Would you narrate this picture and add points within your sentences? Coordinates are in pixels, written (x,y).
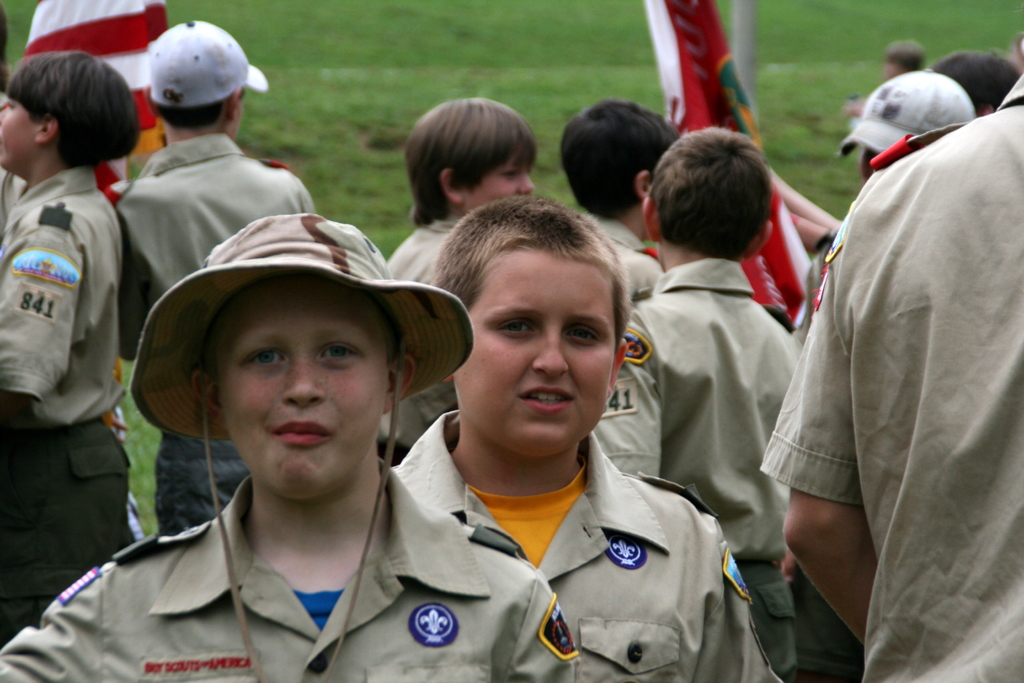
In the image there are kids (700,192) with uniforms (247,574). There are few kids (167,255) with caps (190,310) on their heads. Behind them there are flags (131,30) and on the ground (359,104) there is grass (367,132).
